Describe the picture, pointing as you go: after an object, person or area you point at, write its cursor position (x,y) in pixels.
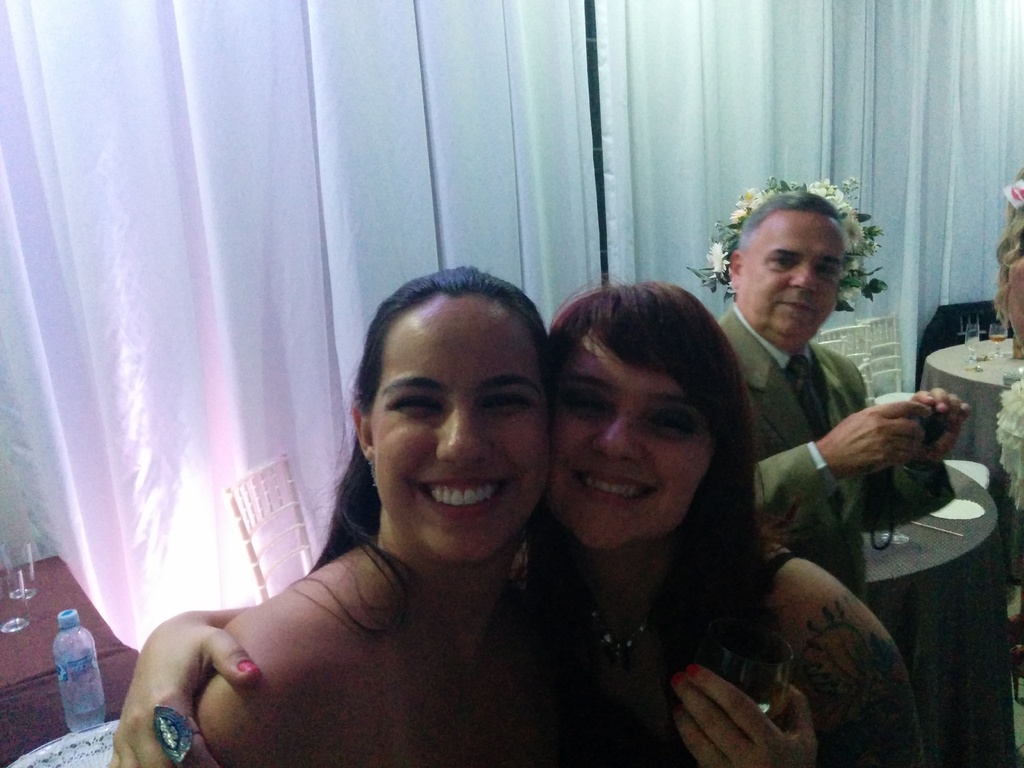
This is a picture where we have three people (643,657) in it among them two are ladies (426,518) and one man (788,332) and among two ladies (809,575) one lady (809,575) is holding a glass (780,660) behind them there is table (110,659) on which there are two glasses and a bottle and beside the guy (843,257) there is a small plant (872,228) which has white flowers (847,239).
